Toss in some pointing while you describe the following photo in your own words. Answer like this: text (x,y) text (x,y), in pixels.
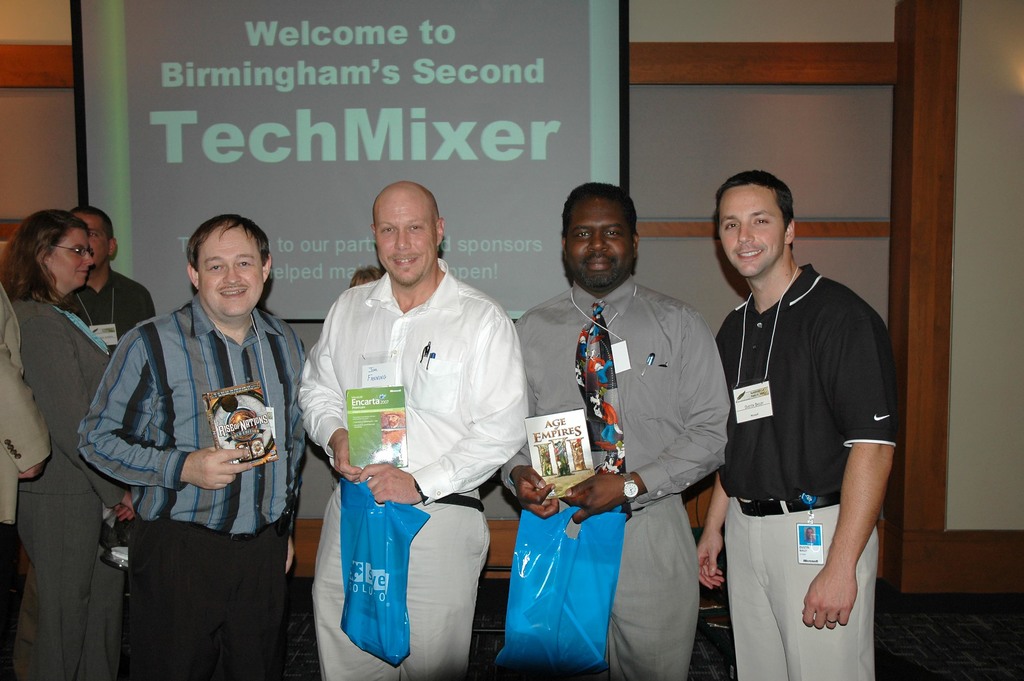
In this picture we can see a group of people (46,640) standing and smiling where some are holding books (223,404) and plastic covers (379,568) with their hands (187,477) and in the background (413,16) we can see a screen (402,110).
